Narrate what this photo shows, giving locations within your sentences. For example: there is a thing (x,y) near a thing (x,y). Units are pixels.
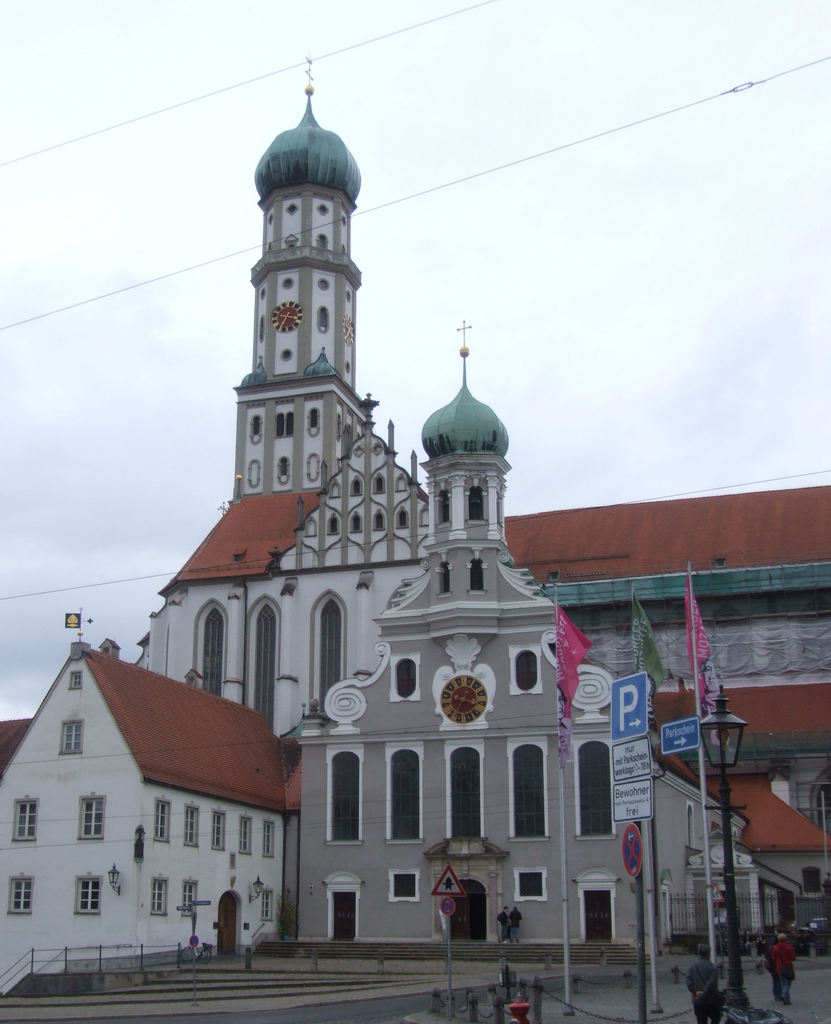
There are people (789,980), flags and some sign boards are present at the bottom of this image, and there is a building (519,777) in the background (477,782). The sky (518,280) is at the top of this image (451,257).
